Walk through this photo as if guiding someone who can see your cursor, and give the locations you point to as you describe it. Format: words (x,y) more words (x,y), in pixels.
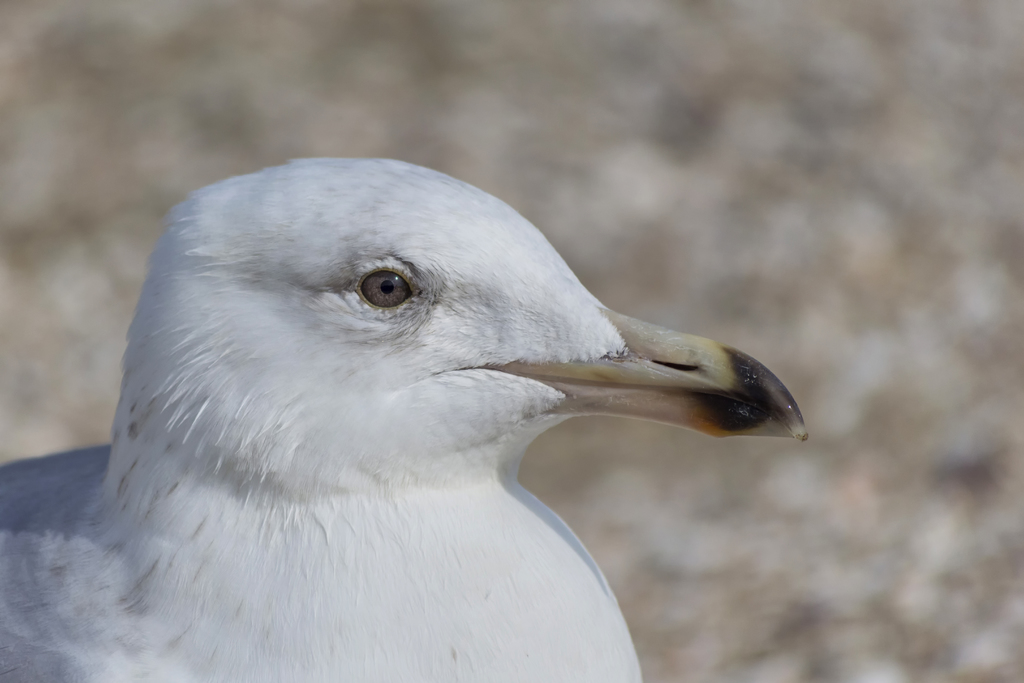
Here in this picture we can see a close up view of a bird (116,477) present over there.
